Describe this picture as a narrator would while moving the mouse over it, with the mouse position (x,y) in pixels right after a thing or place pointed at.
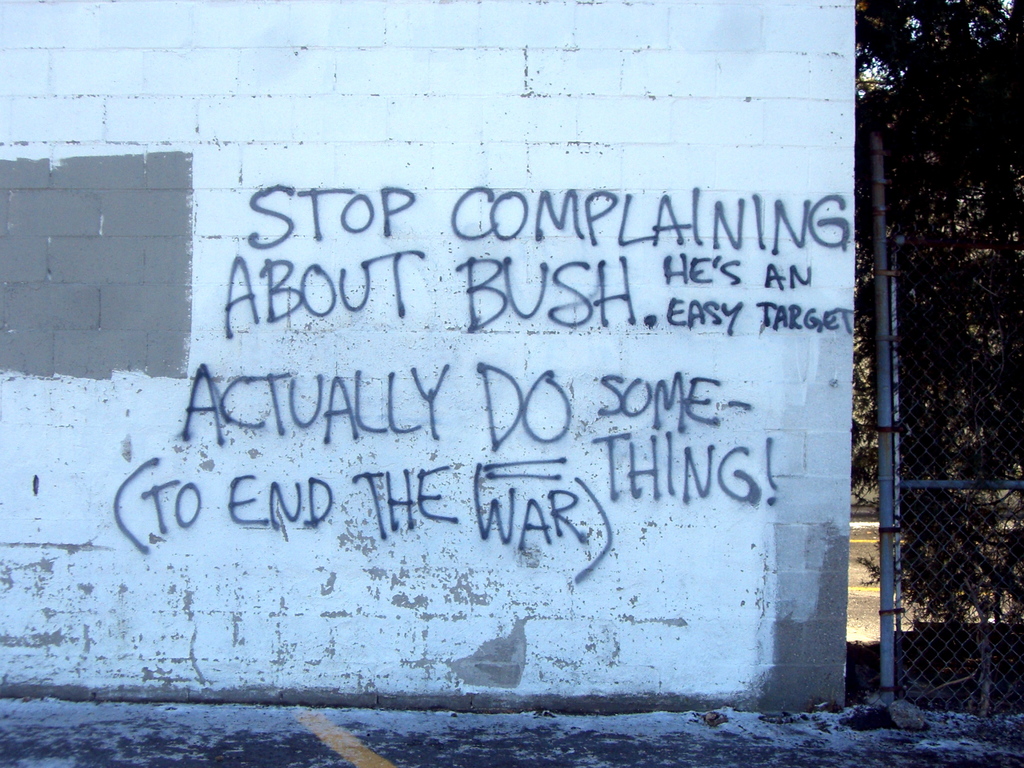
In front of the image there is a road (608,757). There is a wall (496,331) with some text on it. On the right side of the image (959,524) there is a mesh (918,663). There is a pole (883,453). In the background of the image (914,558) there are trees (932,561).
